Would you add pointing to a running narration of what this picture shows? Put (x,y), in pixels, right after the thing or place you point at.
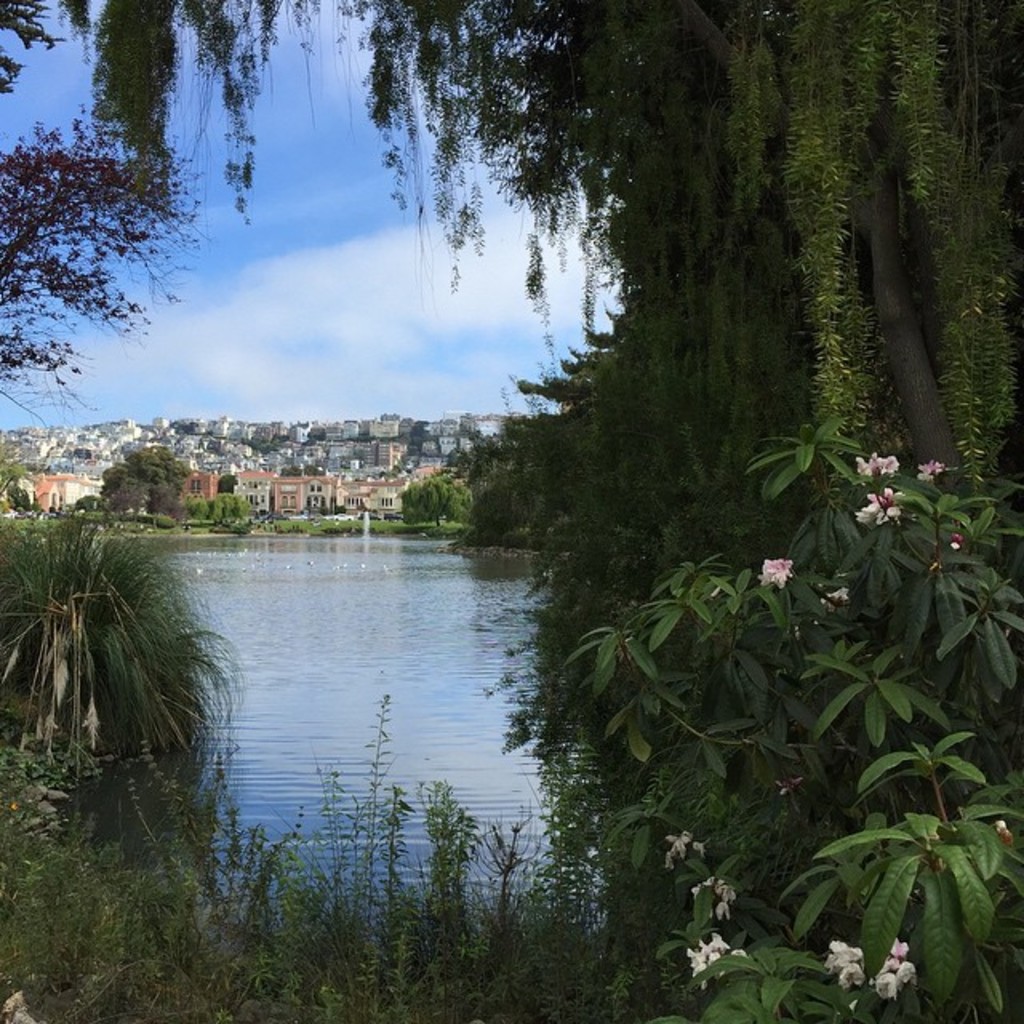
In the foreground of this image (709,752) we can see group of flowers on plants (925,773), lake (415,795) with water (324,673) and group of trees (488,458). In the background (393,454), we can see group of buildings (301,459) and the cloudy sky (311,336).
